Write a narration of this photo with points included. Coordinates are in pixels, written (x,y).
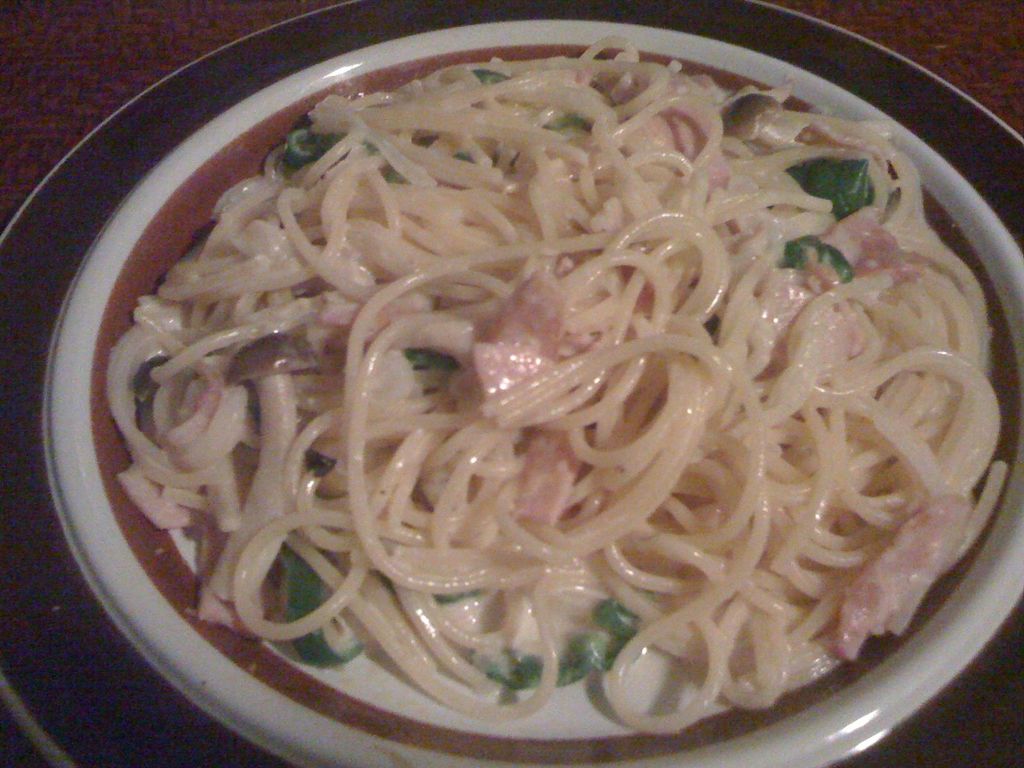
In this image, I can see a plate (138,637). This plate (923,674) contains noodles (533,175), mushrooms (308,360) and some other ingredients (546,283).
